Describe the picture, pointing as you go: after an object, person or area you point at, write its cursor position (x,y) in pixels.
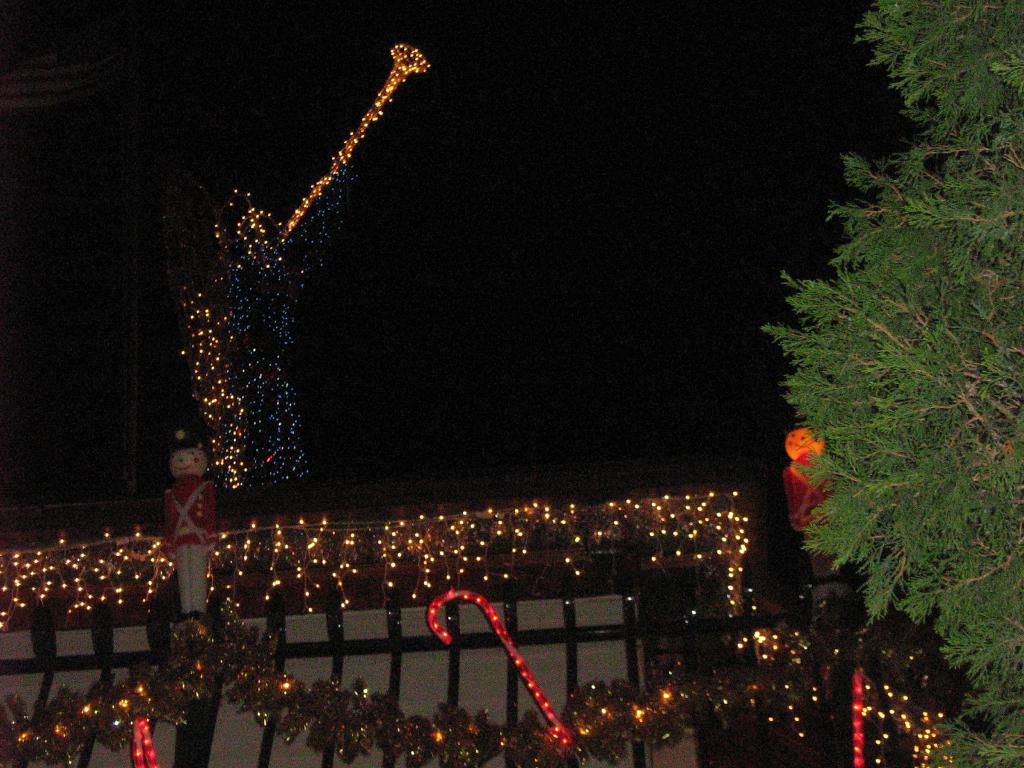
In this image, in the middle (418,510) there are lightings (496,575), tree (944,169), house (536,664), toys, sky (734,197).
